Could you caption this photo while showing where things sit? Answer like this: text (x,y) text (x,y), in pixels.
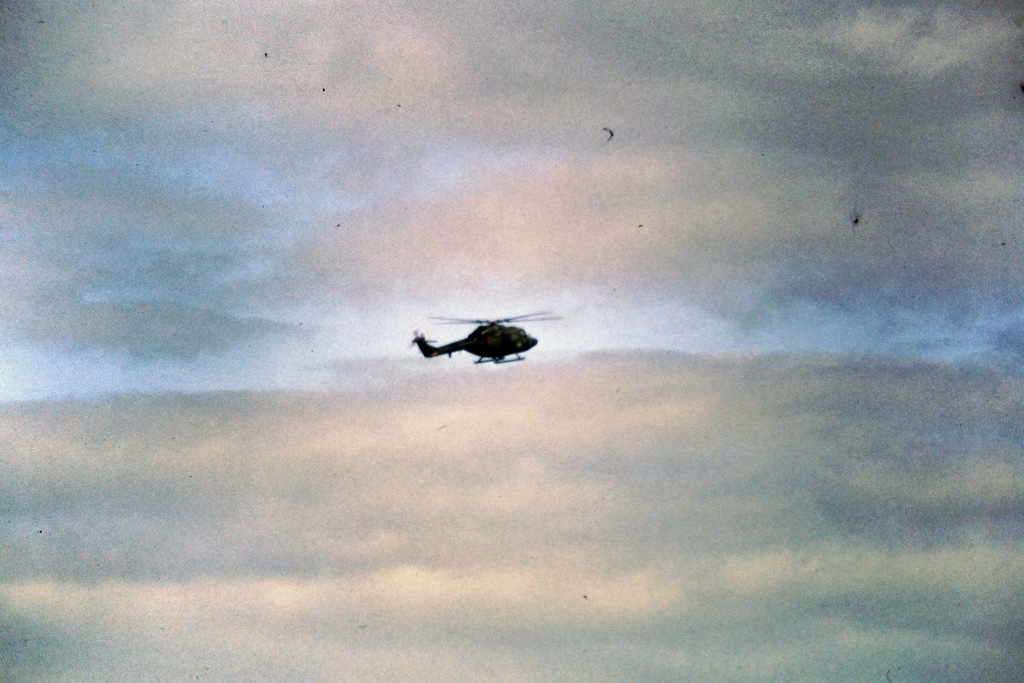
In this image in the center (519,339) there is a helicopter (500,332), and in the background (553,324) there is sky (550,501).
